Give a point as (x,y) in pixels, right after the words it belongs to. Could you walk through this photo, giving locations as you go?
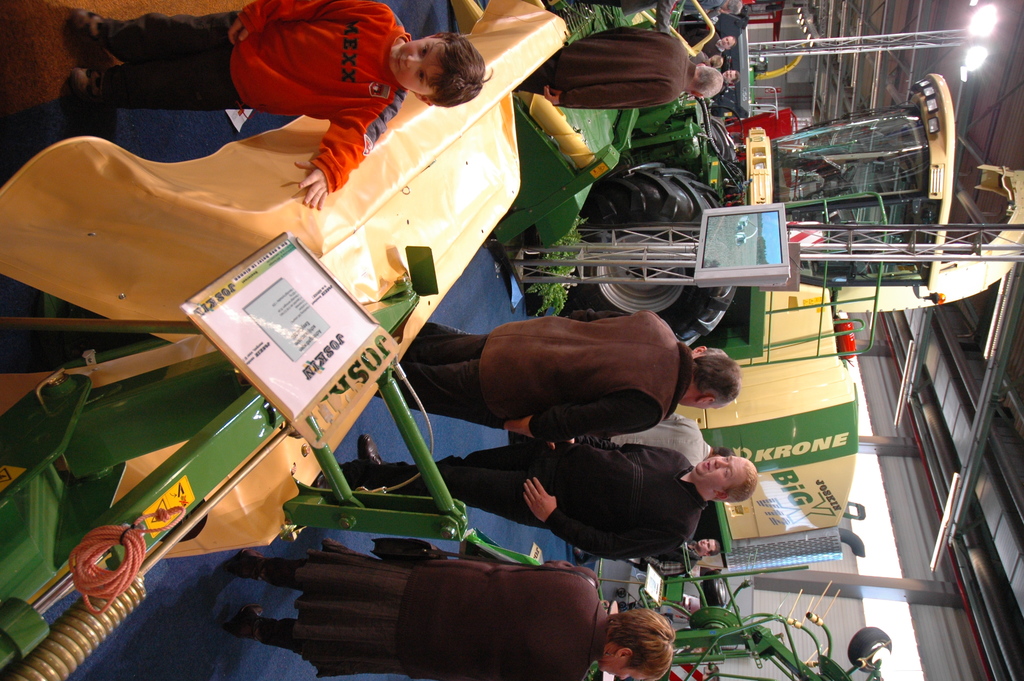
On the left (238,60) there is a kid (300,91) standing near a machine (393,209). In the center of the picture (627,421) there are people (647,402), tractor (679,166), television (701,247) and other objects (738,153). On the right (939,401) there are lights (986,342), machinery (771,649) and other objects (837,92). In the center of the background (810,33) there are lights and other objects (789,55).
